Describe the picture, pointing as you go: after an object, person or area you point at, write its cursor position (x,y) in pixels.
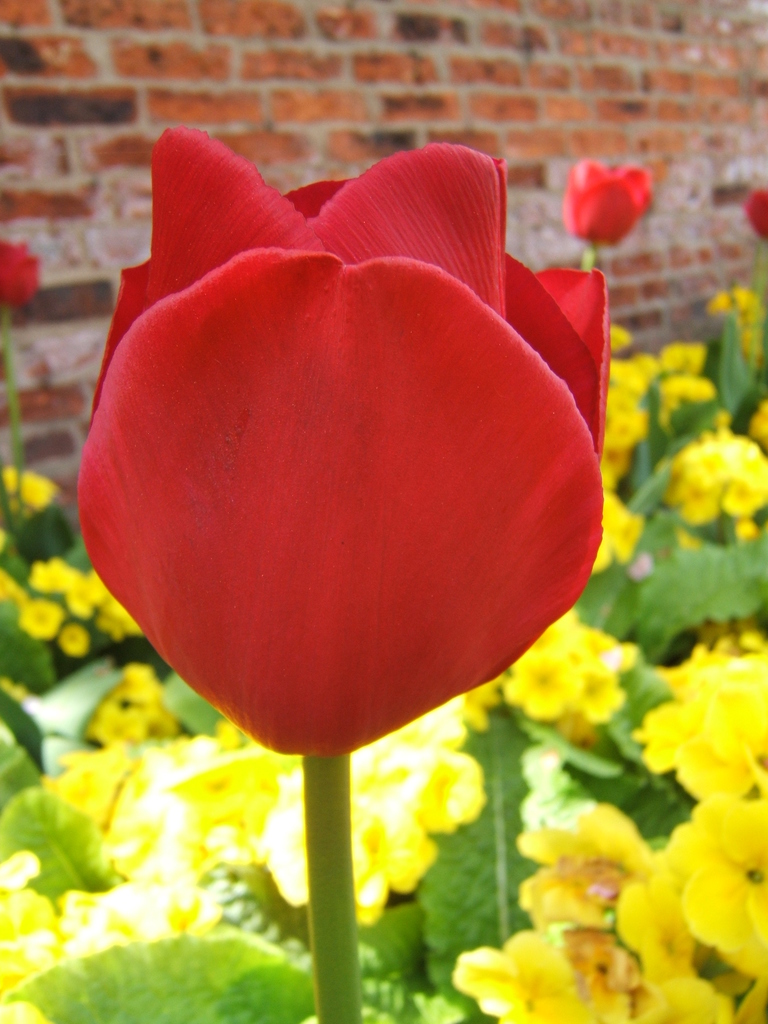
In this image, I can see a tulip flower (260,628) with the stem (352,1010), which is red in color. These are the plants (503,744) with the yellow flowers (412,816). In the background (318,86), that looks like a brick texture (551,88).
